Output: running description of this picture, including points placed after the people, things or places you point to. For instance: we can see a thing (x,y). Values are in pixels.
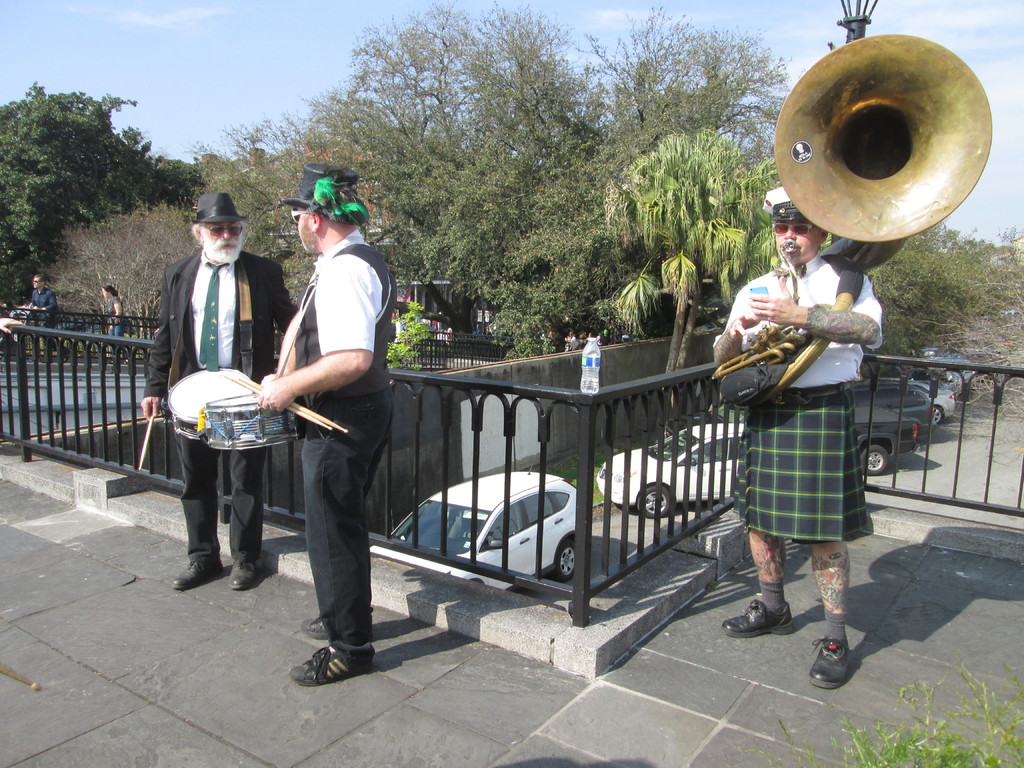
This is a picture taken in the outdoor, the man (807,291) standing were playing the music item (891,167) and the two man (364,340) were playing the drums (225,410) and holding the drumsticks (318,420). Background of this people (245,286) is a tree (343,160) with the sky (170,40). Background of this people (389,386) there is a Black fencing (582,402) on top of it there is a water bottle (589,387).
